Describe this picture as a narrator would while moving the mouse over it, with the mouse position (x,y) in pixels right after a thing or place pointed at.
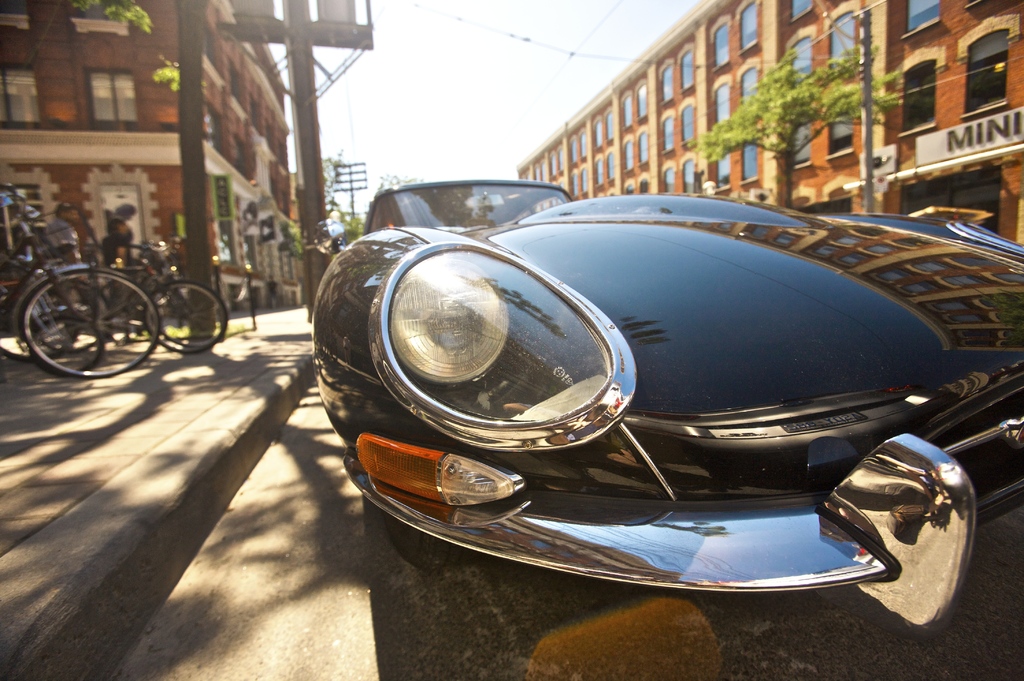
In this picture I can see vehicles (517,345), there are buildings (1019,168) with windows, there are poles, cables (463,20), there are trees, and in the background (496,90) there is the sky (427,88).
